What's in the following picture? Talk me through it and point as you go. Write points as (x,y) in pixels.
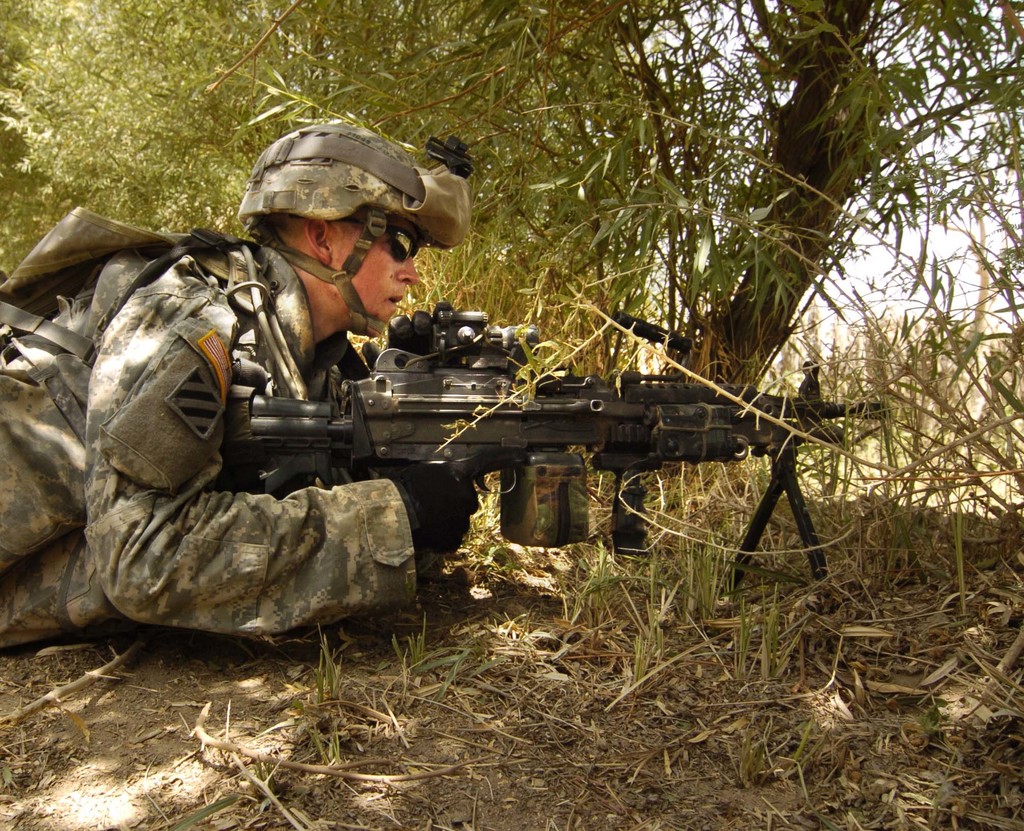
In this image I can see an army man (213,424) is laying on the floor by holding the weapon (465,434). He wore an army dress (360,505), cap (350,268), there are trees (570,245) in this image.
